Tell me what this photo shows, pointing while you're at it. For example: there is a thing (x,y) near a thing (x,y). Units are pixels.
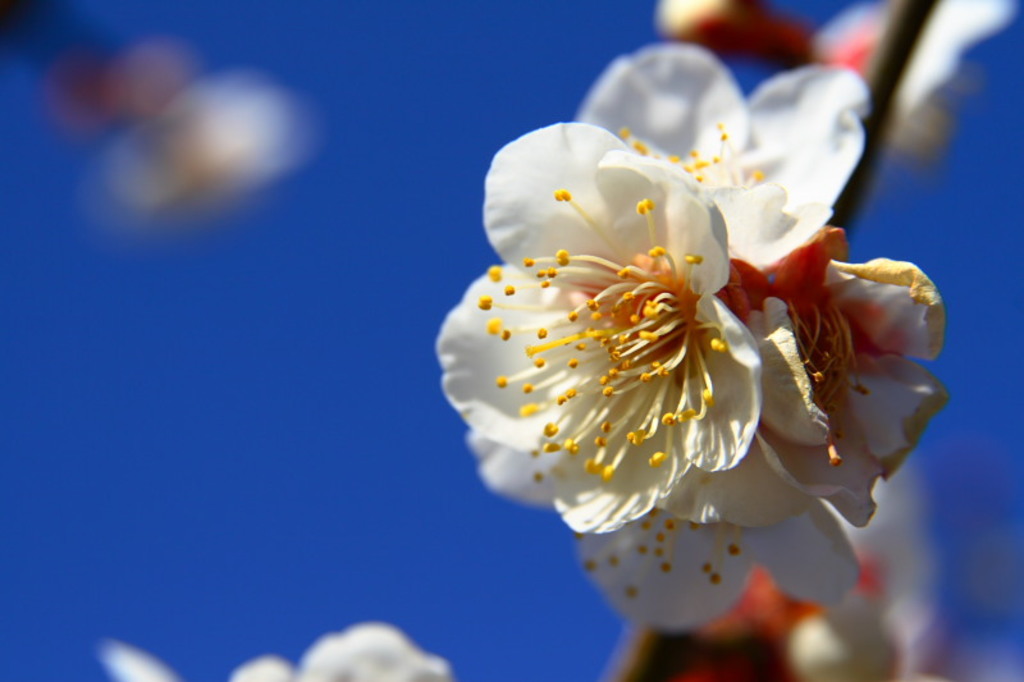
In this picture there are flowers (676,227) on the right side of the image (746,333) and the background (29,253) area of the image is blur.
